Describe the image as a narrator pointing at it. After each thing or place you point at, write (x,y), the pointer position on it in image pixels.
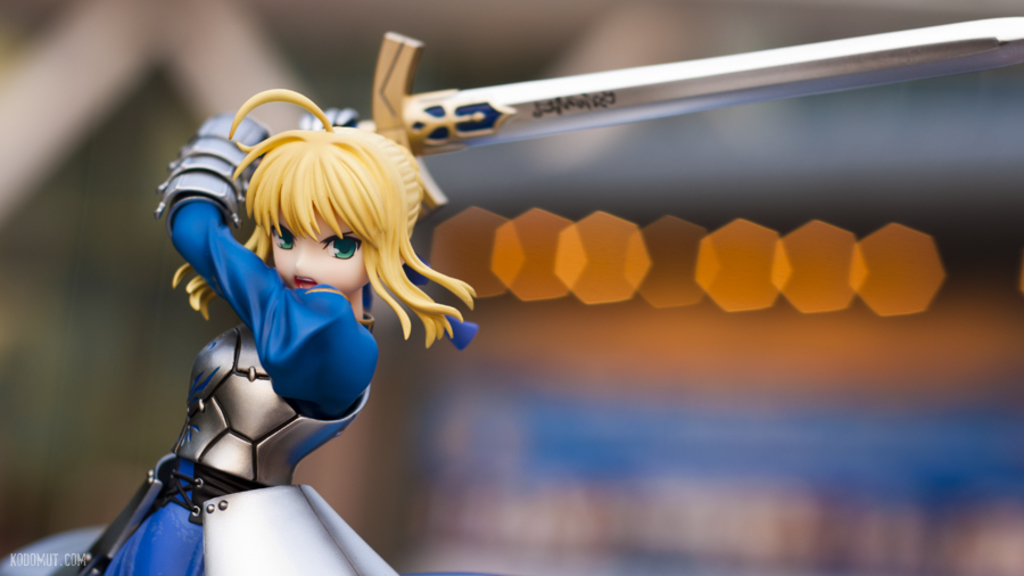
It is an animated image of a girl (238,273) holding the sword (868,65) in her hand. There is some text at the bottom of the image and the background of the image (751,426) is blur.
